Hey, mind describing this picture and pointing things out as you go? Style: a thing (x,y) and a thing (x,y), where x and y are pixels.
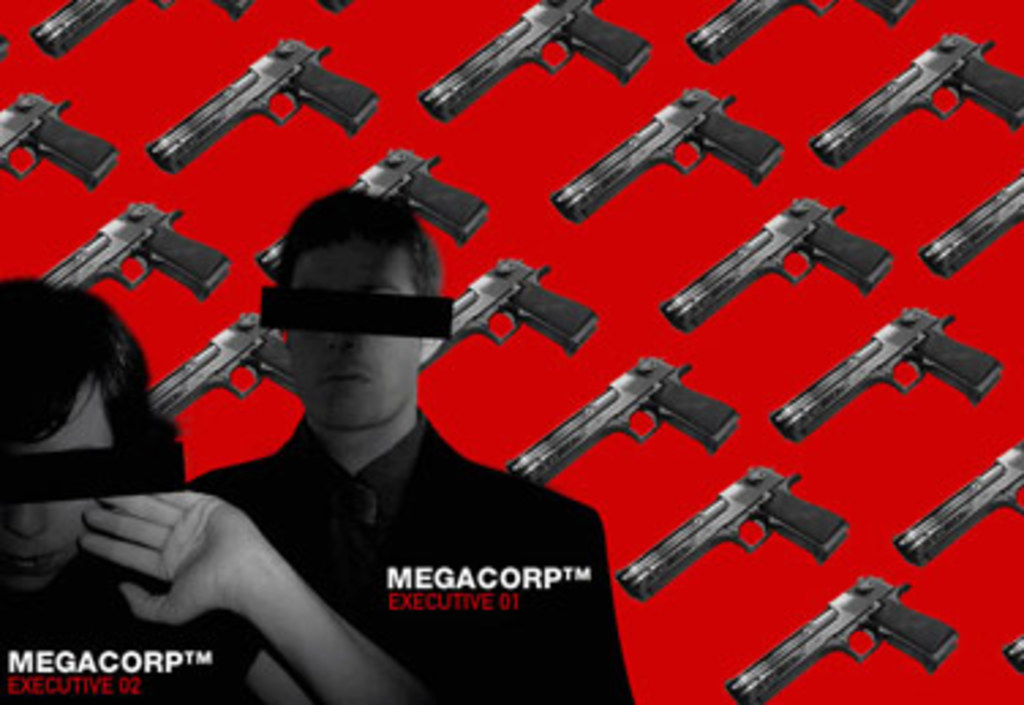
On the left side of the image (327,545) we can see man (327,537) and woman (116,541). In the background (779,482) there are many guns (340,116).
